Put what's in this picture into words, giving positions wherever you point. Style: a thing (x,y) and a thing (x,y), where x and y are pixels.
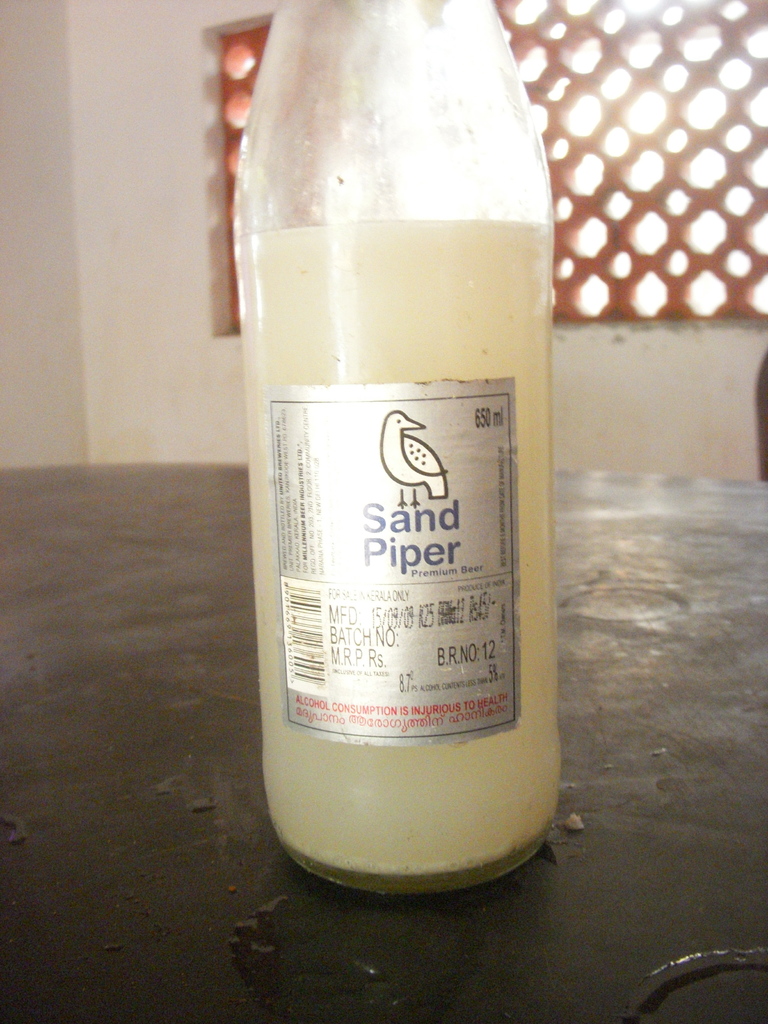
In this image I can see a bottle (390,412) placed on the table (610,910). It looks like a beer bottle (430,460) with a label (293,577) attached to it. On this label (411,444) I can see a bird (422,468) and sandpiper is written on it. At background (191,228) I can see a wall (131,126) with a window (636,140).
